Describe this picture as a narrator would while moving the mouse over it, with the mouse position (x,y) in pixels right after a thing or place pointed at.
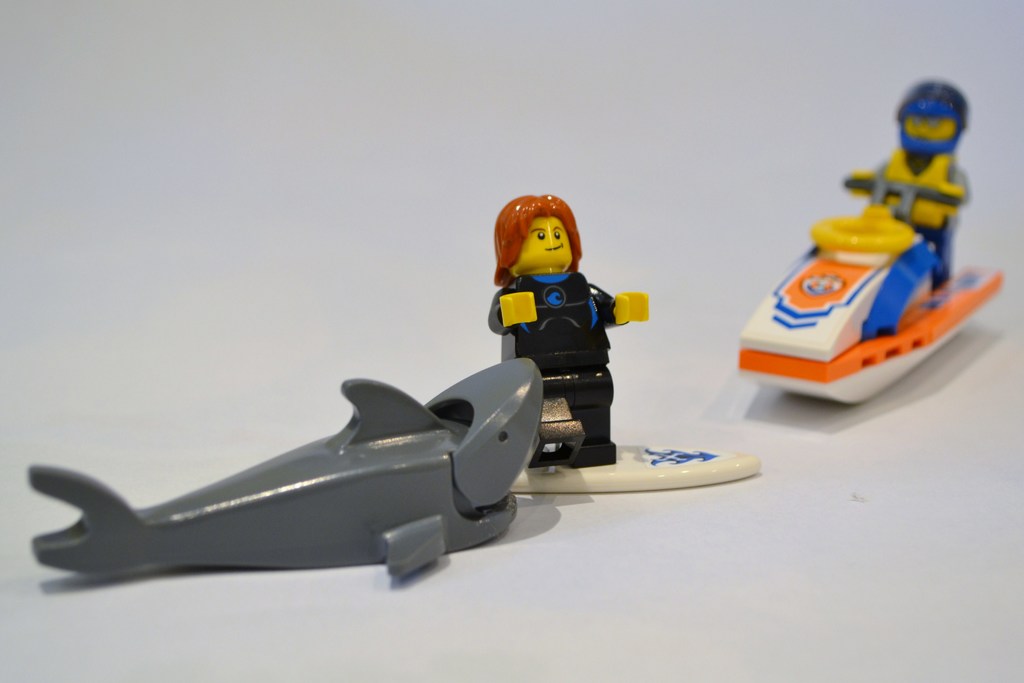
In this image there are three toys (480,381), in which there is a shark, a person (599,431) standing on the surfboard (635,463), a person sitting on a motor boat (770,383).
